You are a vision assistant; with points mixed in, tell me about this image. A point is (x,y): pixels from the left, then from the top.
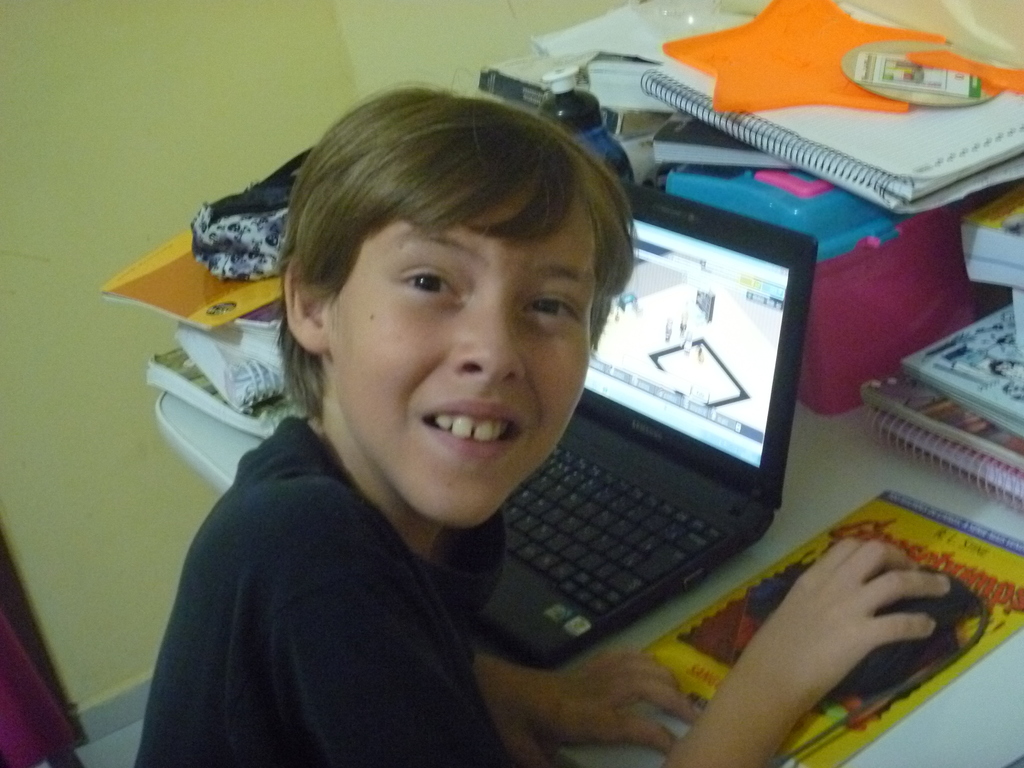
In the picture I can see a boy (365,570) is sitting and holding a mouse (901,650) which is on a table (780,548). On the table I can see books (949,341), a laptop (698,396), a box (830,324) and some other objects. In the background (164,177) I can see yellow color wall (180,163).
